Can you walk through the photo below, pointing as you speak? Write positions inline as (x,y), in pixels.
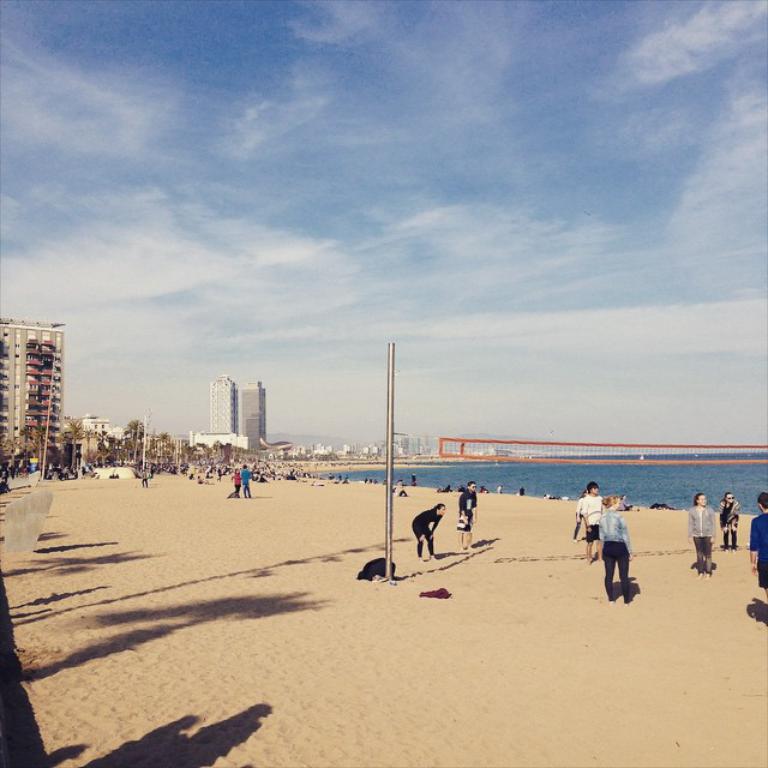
In this image I can see group of people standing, the person (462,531) in front (442,519) wearing black color dress (432,517). Background (89,448) I can see few other persons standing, trees (164,448) in green color, buildings (232,406) in white and cream color, water (461,469) in blue color and the sky (267,312) is in blue and white.
